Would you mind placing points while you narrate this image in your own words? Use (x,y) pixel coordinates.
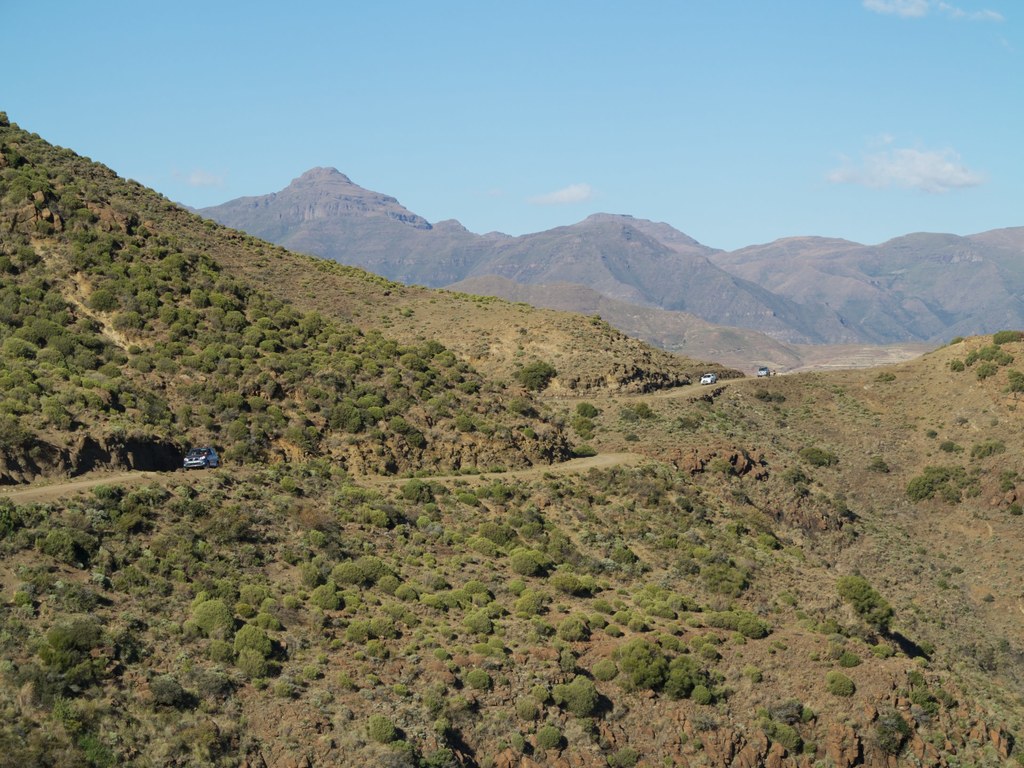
In this image we can see small trees (537,597), here is the car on the ground (2,496), here are the mountains (598,234), at above here is the sky (374,50).
